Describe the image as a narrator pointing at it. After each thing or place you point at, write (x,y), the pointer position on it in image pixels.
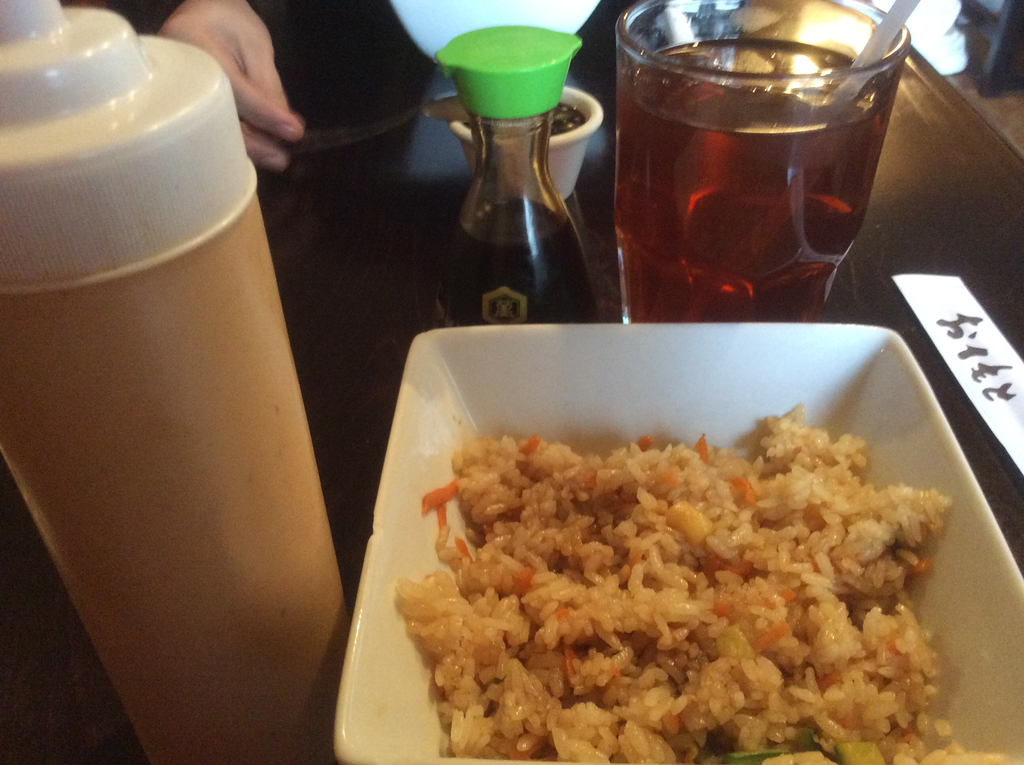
In this image there is the table (943,228). On the table (954,249) there is a food (610,594), glass (769,191), bottle (511,193), and hand (256,84) of the person (239,55).
